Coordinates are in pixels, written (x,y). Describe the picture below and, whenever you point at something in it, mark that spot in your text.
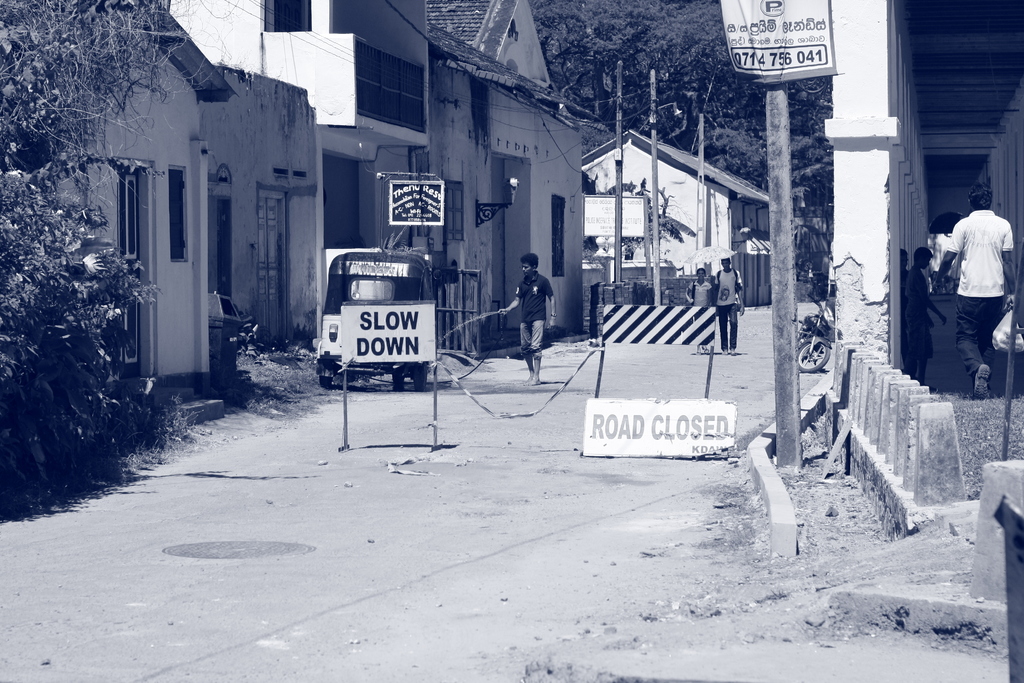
In the middle of the image (649,238) there are some poles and sign boards (806,12). Behind them few people (998,248) are standing and walking and there are some trees (765,166) and buildings (505,70) and vehicles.
